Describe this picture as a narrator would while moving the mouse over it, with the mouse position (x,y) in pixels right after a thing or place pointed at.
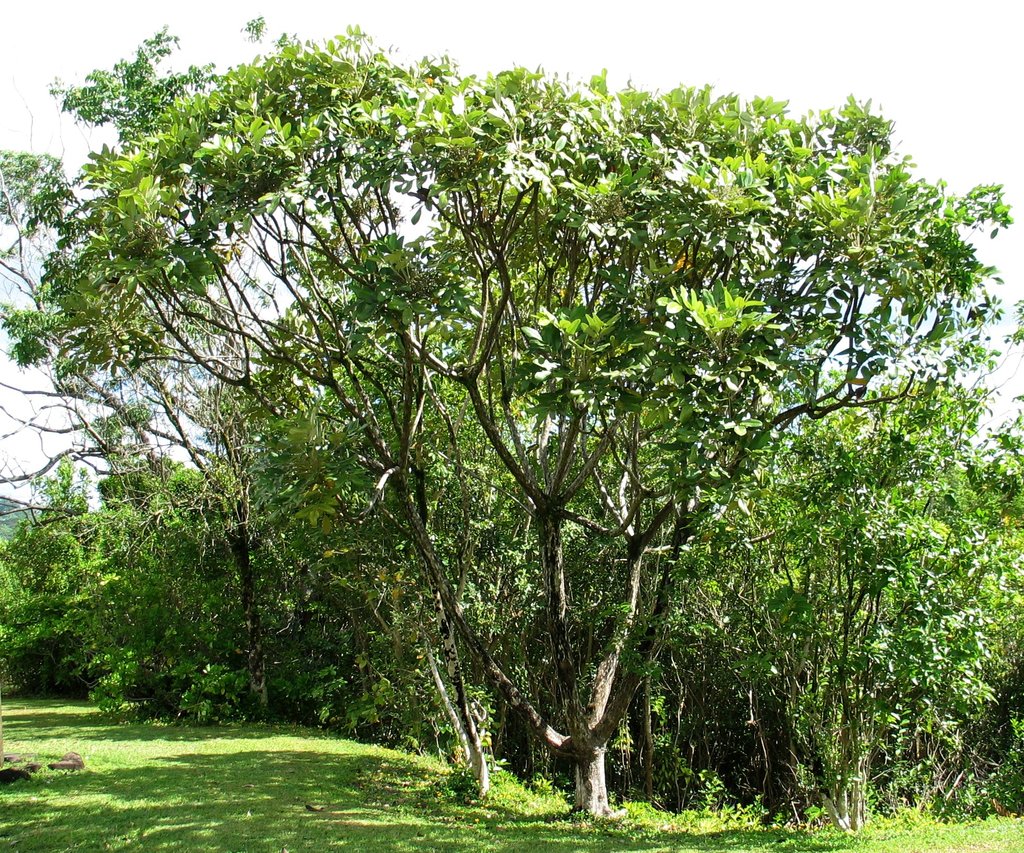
At the bottom of the image (268,790) there is grass (268,800) on the ground (196,731). And also there are many trees (490,313) on the ground (261,812). In the background (41,439) there is a sky (926,142).
